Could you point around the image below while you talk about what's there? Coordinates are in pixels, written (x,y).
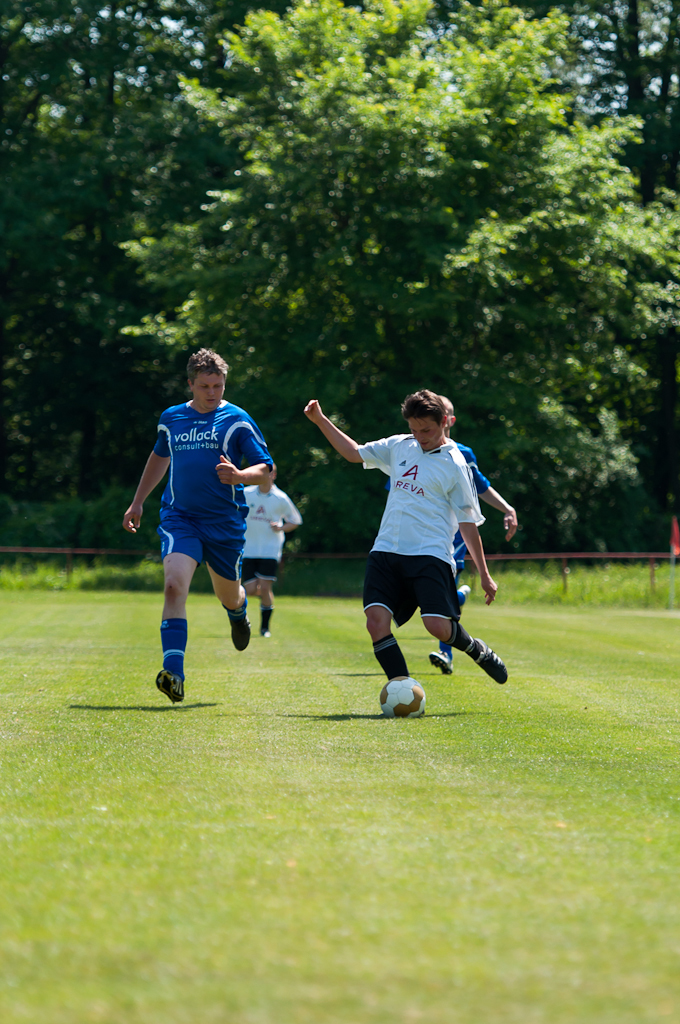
In this image there are group of persons (216,427) running, another person (406,598) kicking the ball (402,685) in the ground (313,789). and the background (507,44) there is tree (541,184), sky (585,76), iron rod (628,555), red color flag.
